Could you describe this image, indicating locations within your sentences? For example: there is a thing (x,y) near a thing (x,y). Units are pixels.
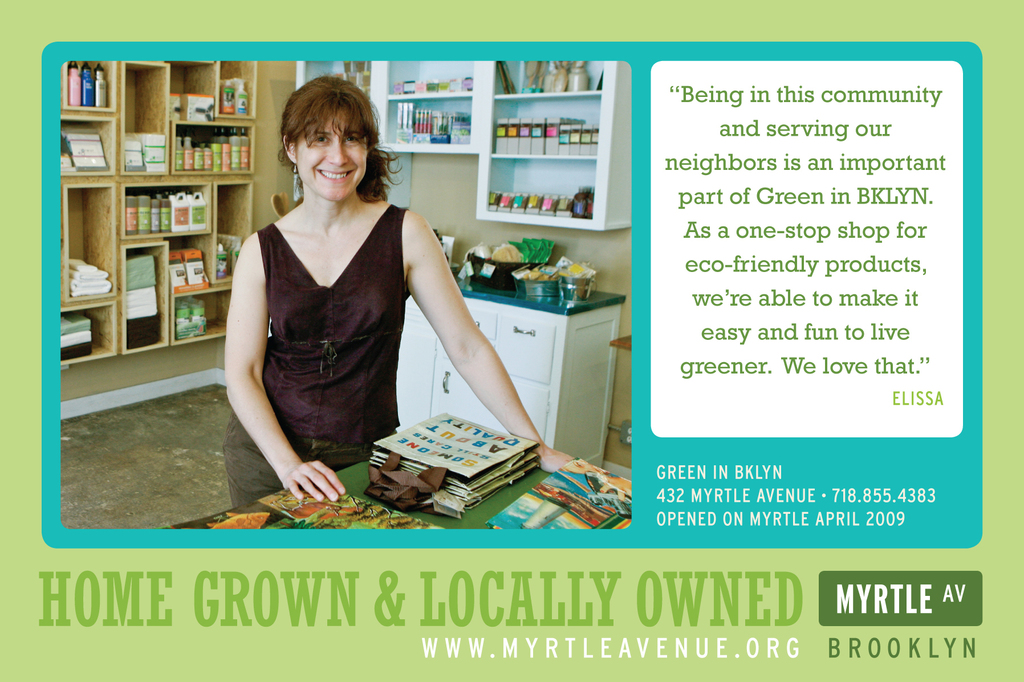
In the picture I can see a woman (346,332) wearing black dress (343,351) is standing and there are few objects (225,163) behind her and there is something written (778,202) beside and below the image.
